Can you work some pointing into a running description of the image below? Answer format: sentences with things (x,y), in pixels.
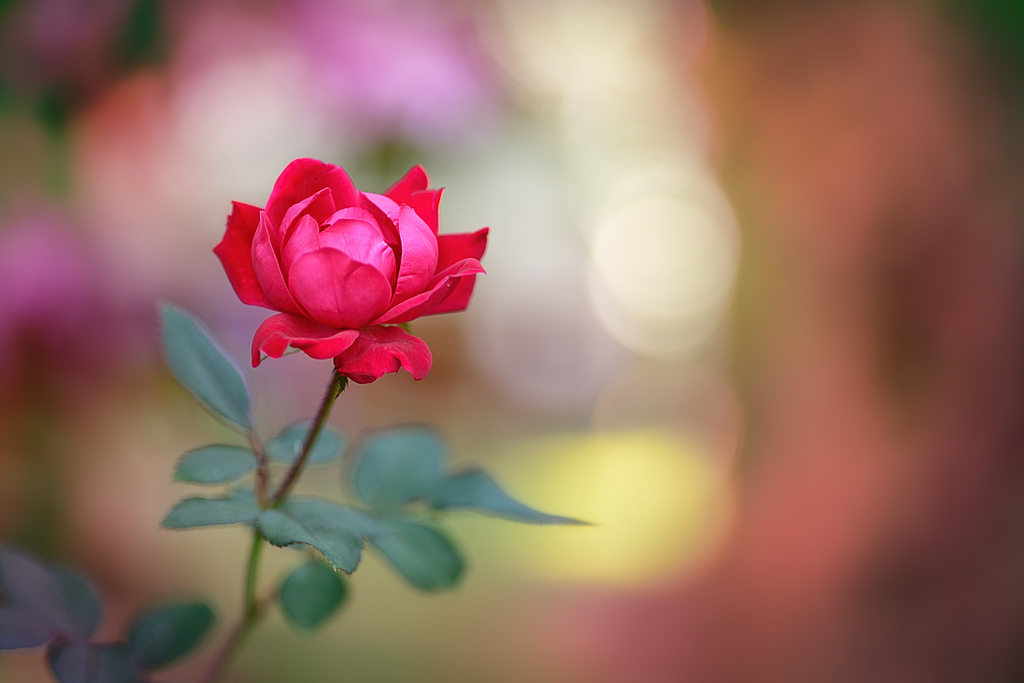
In this picture and I can see rose plant (78,646) and a flower (372,254) and I can see blurry background (600,19).
